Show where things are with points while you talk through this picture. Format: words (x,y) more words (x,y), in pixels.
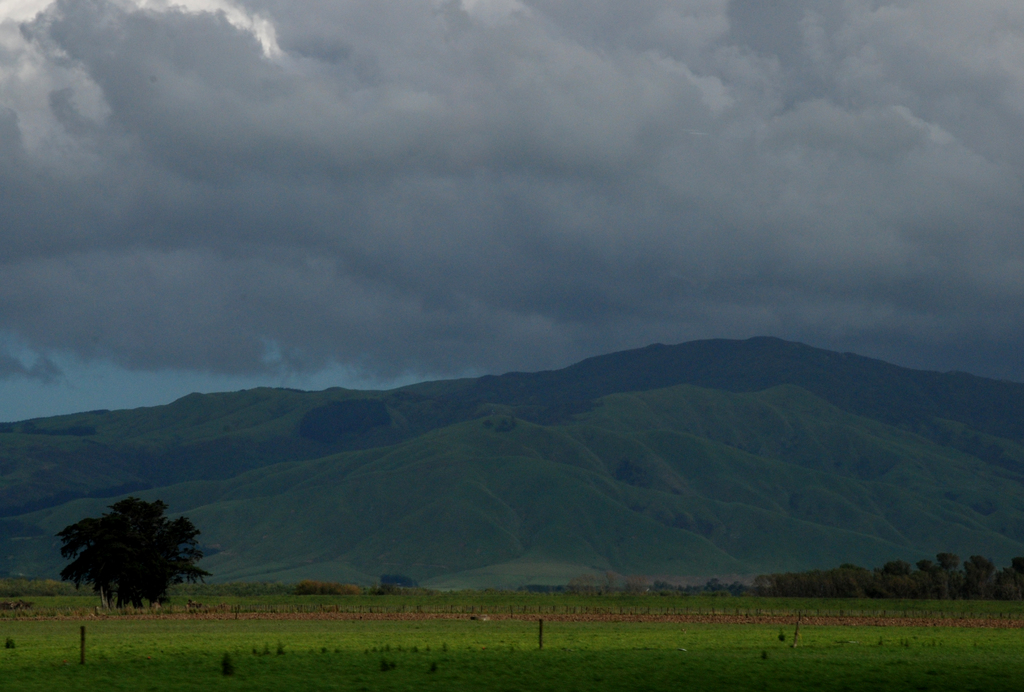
In this image we can see trees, here is the grass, here are the mountains (714,521) at above the sky (5,328) is cloudy.
